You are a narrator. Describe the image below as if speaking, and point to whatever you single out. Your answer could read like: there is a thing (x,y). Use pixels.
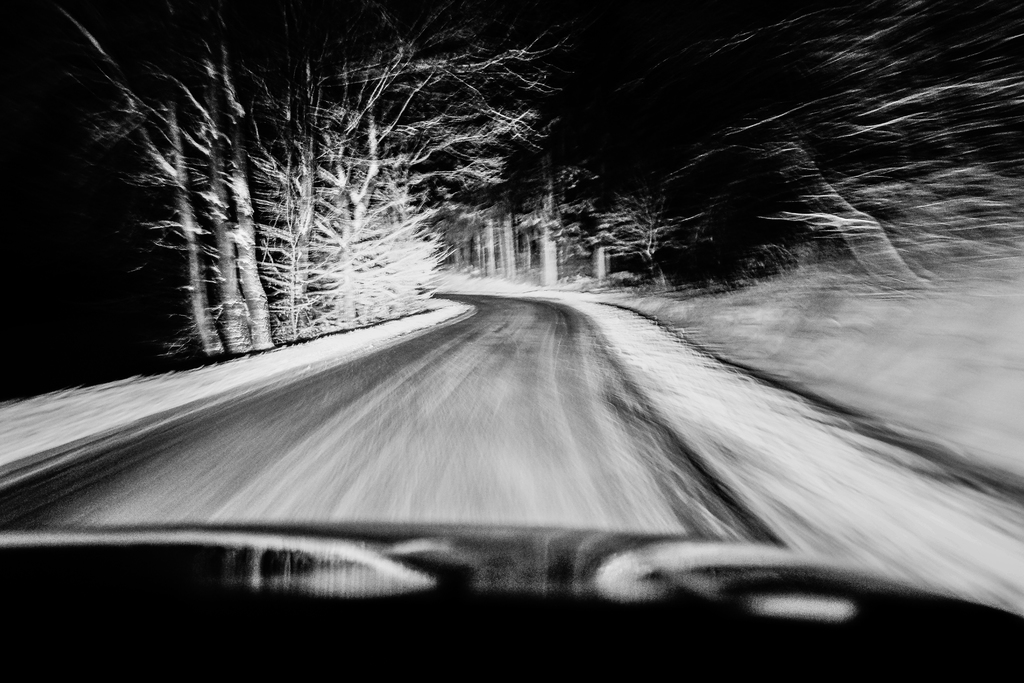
In this image there is a road (509,377) in middle of this image (415,437) and there are some trees (429,221) in the background (639,207).
